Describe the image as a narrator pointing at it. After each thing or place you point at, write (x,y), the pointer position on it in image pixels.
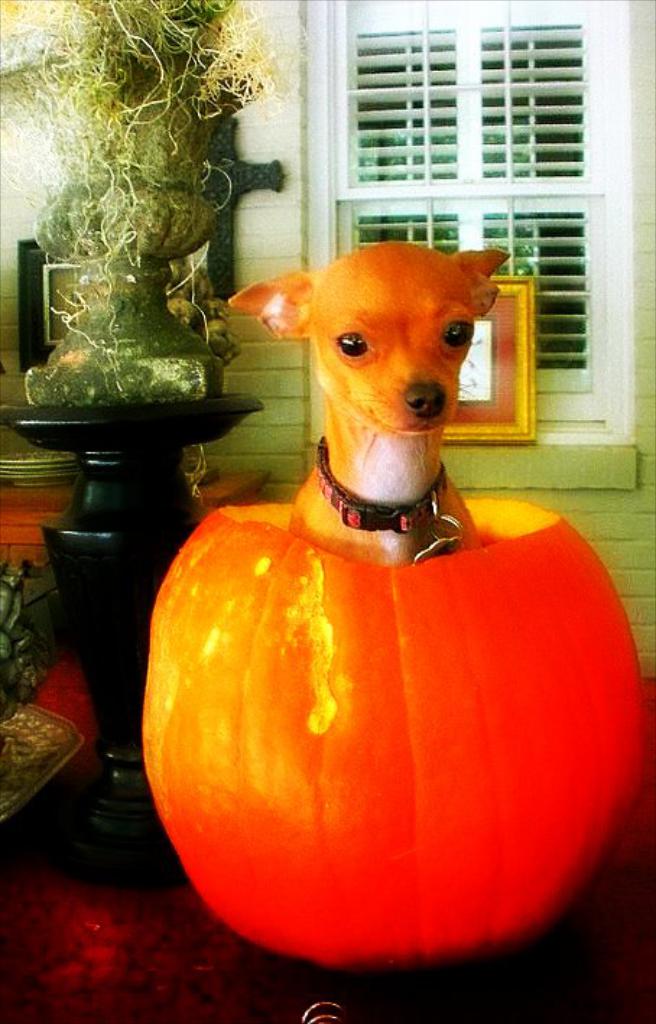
There is a dog (391,468) in a red color object (424,632) as we can see in the middle of this image (328,583). There is a wall (297,223) in the background (283,228). There is a window (467,133) at the top of this image (514,129) and there is a flower vase (107,306) on the left side of this image (127,383).
